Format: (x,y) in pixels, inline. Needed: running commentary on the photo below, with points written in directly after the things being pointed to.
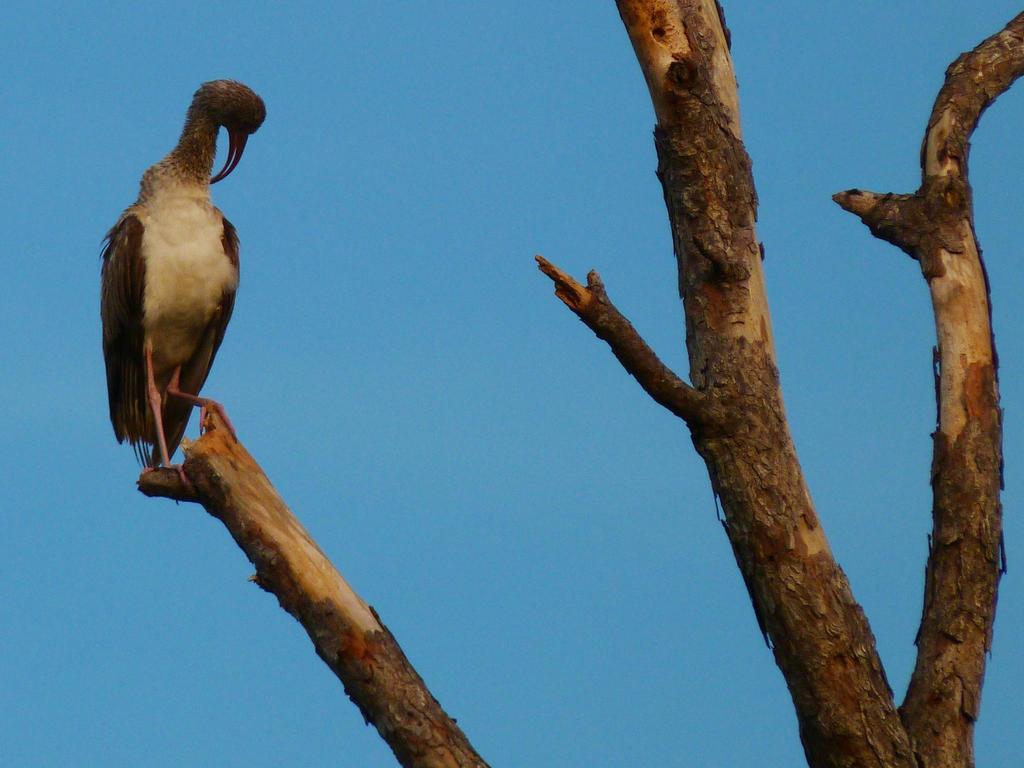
In this image we can see a bird (174,252) is sitting on the tree (829,644). The sky (607,437) is in blue color.
